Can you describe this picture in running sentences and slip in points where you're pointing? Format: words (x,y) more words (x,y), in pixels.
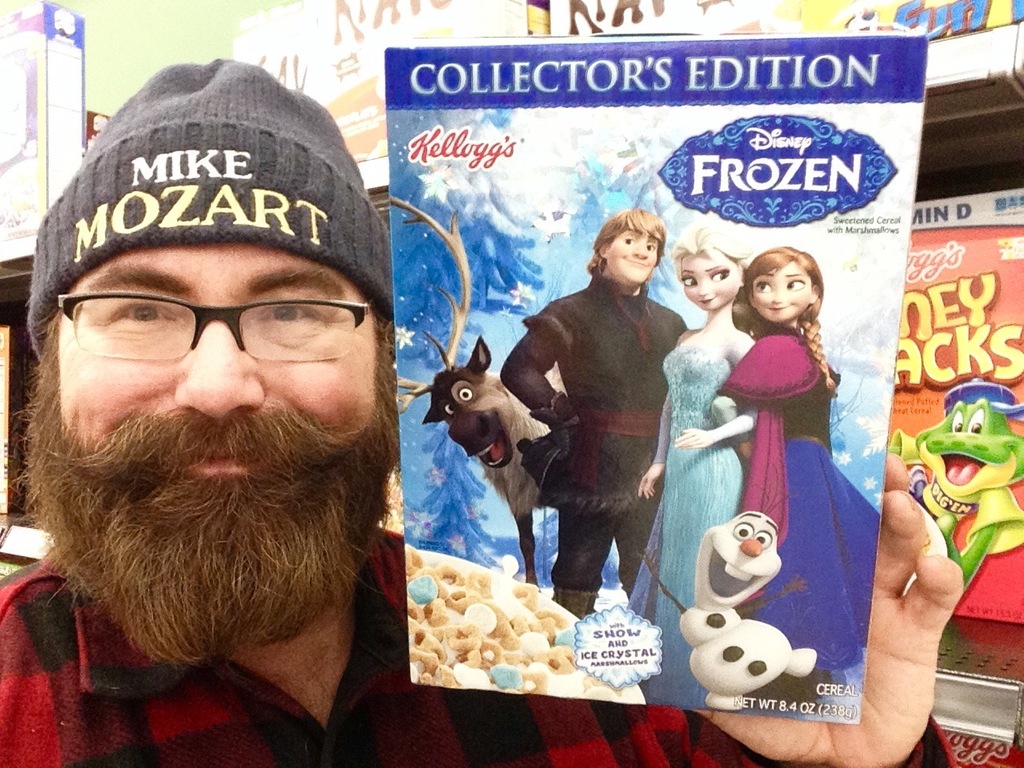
In the center of the image (378,318) we can see a person (301,564) is standing and he is smiling and he is wearing a hat (219,226) and glasses (291,326). And we can see he is holding a cereal box (701,386). On the box (727,494), we can see a few cartoon characters (672,444) and some text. In the background (961,94), we can see a few other objects (509,1).
